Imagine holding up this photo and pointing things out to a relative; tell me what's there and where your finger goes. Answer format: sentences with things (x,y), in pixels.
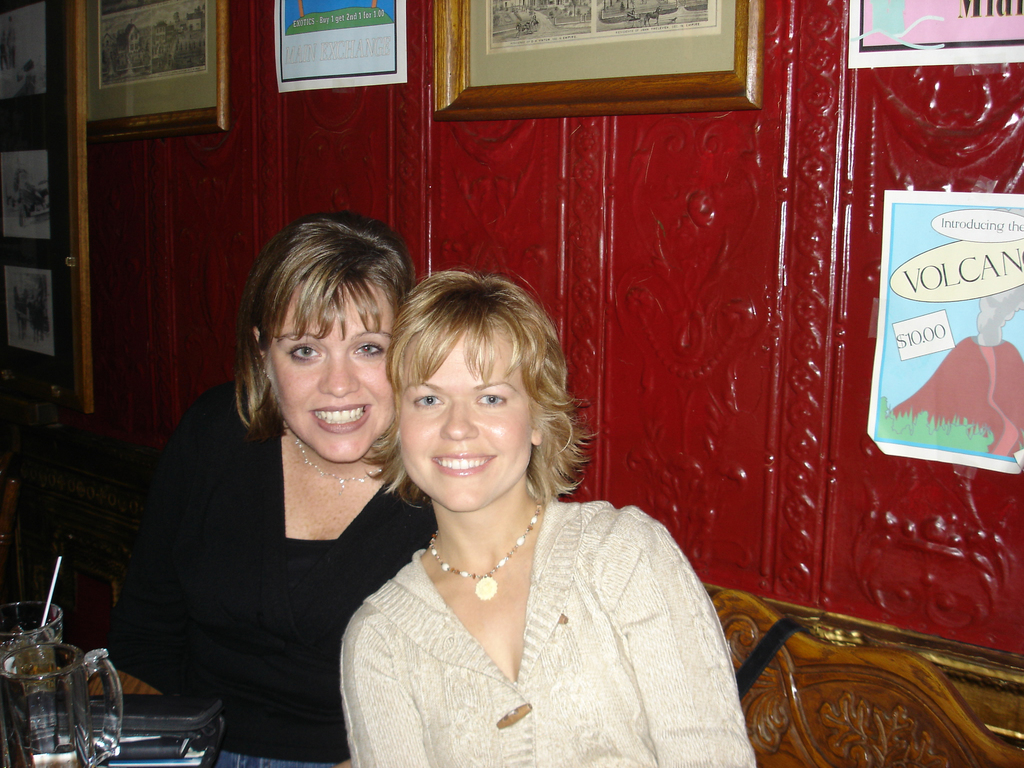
There are two ladies (464,306) those who are sitting in the center of the image (473,474), it seems like there is a table (138,690) in the bottom left side (116,680), there are glasses (105,673) and other objects (131,701) on it. There is a portrait (493,64) and posters (898,270) in the background area (986,390).
